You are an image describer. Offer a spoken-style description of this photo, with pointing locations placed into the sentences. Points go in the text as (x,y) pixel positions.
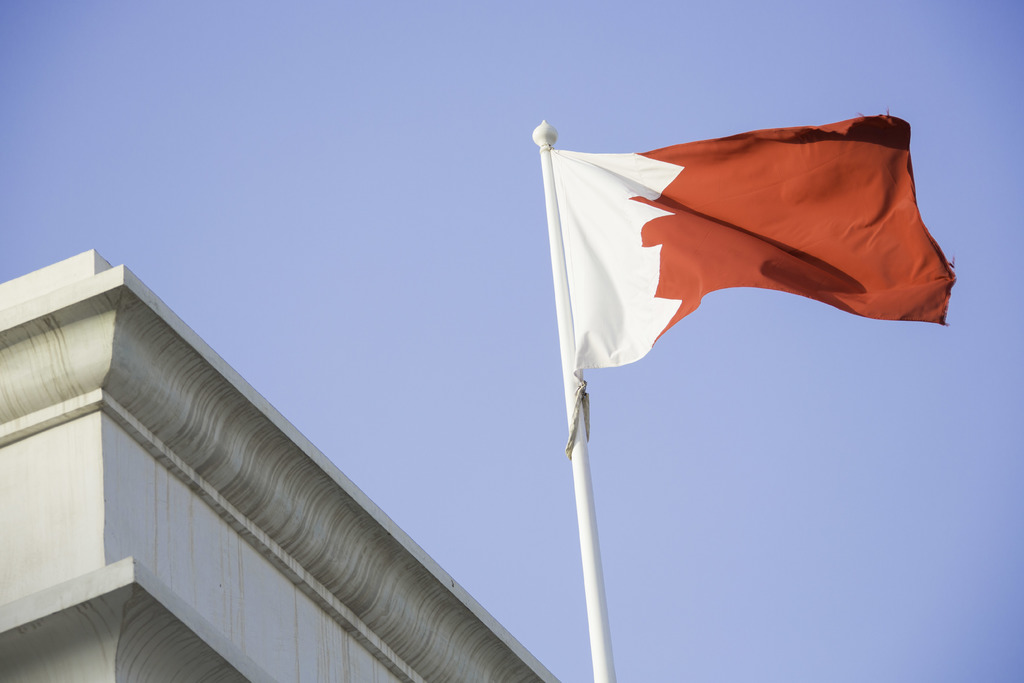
In this picture there is a flag (585,312) on the right side of the image (775,204), which is white and red in color, it seems to be there is a building fencing (160,387) on the left side of the image (169,400).
